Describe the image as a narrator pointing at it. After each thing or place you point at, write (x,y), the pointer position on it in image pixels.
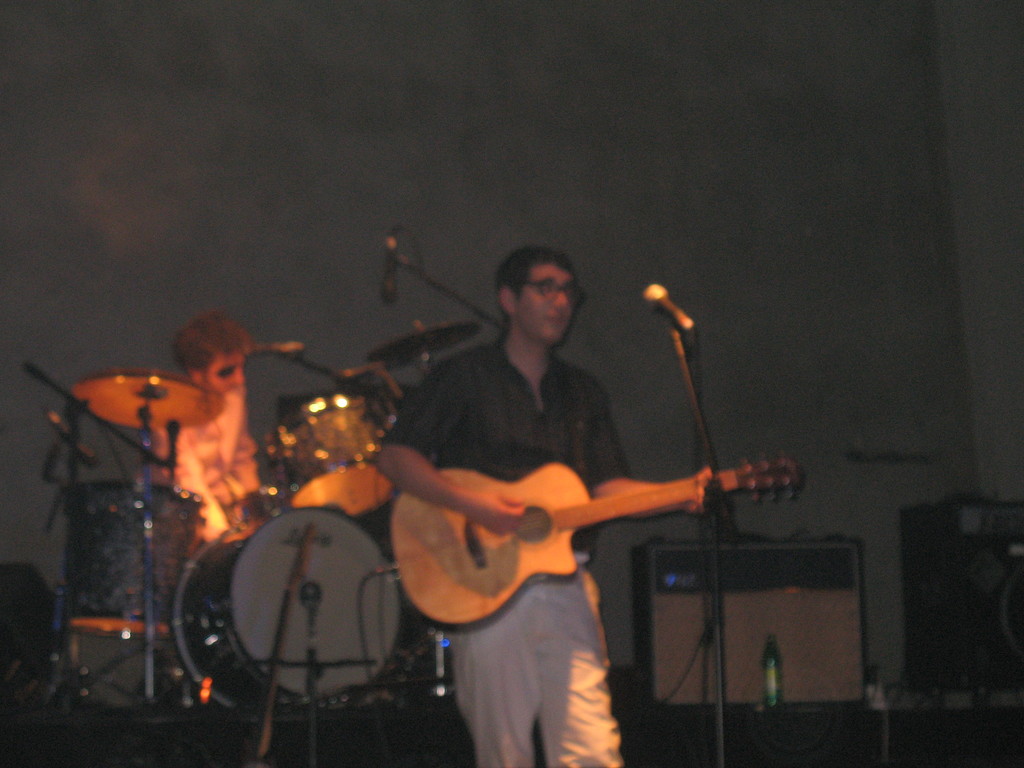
This image consist of a man (566,720) playing guitar (510,490). He is wearing a black shirt (547,459). To the right (718,630), there is a mic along with mic stand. In the background (282,491), there is a band (216,520). To the right (809,680), there are speakers (955,617).
